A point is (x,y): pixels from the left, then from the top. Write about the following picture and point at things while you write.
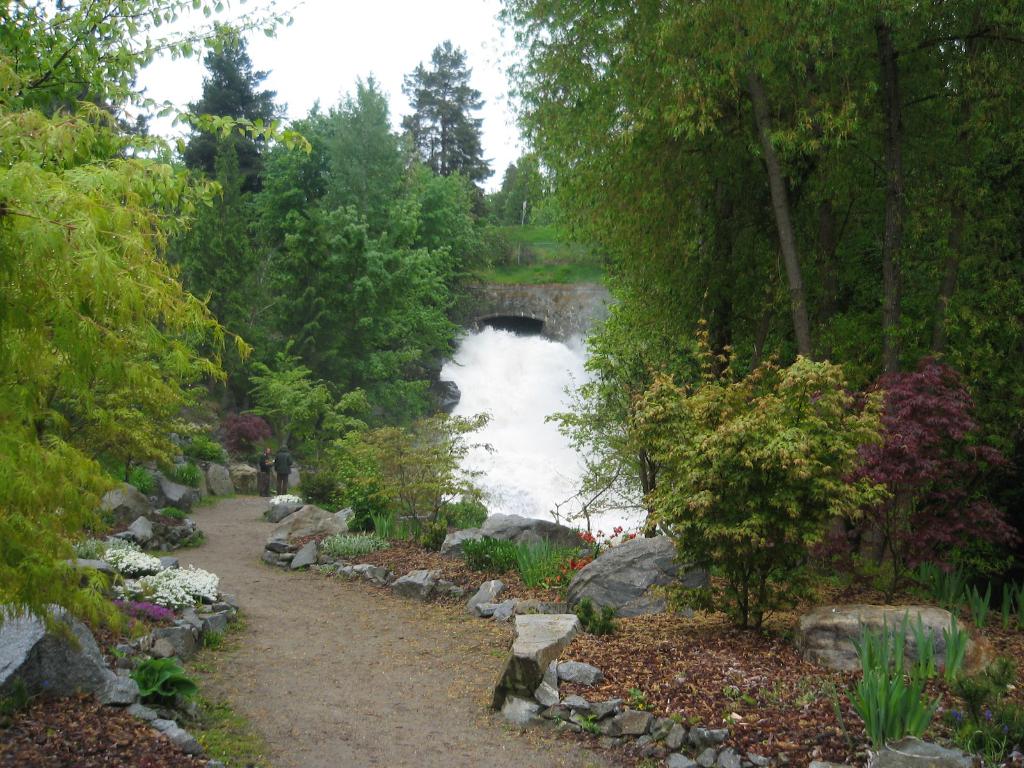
In this picture we can see two people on the path (249,625), beside this path (415,678) we can see some stones (528,693), plants (755,525) and in the background (687,78) we can see trees (789,308), sky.
